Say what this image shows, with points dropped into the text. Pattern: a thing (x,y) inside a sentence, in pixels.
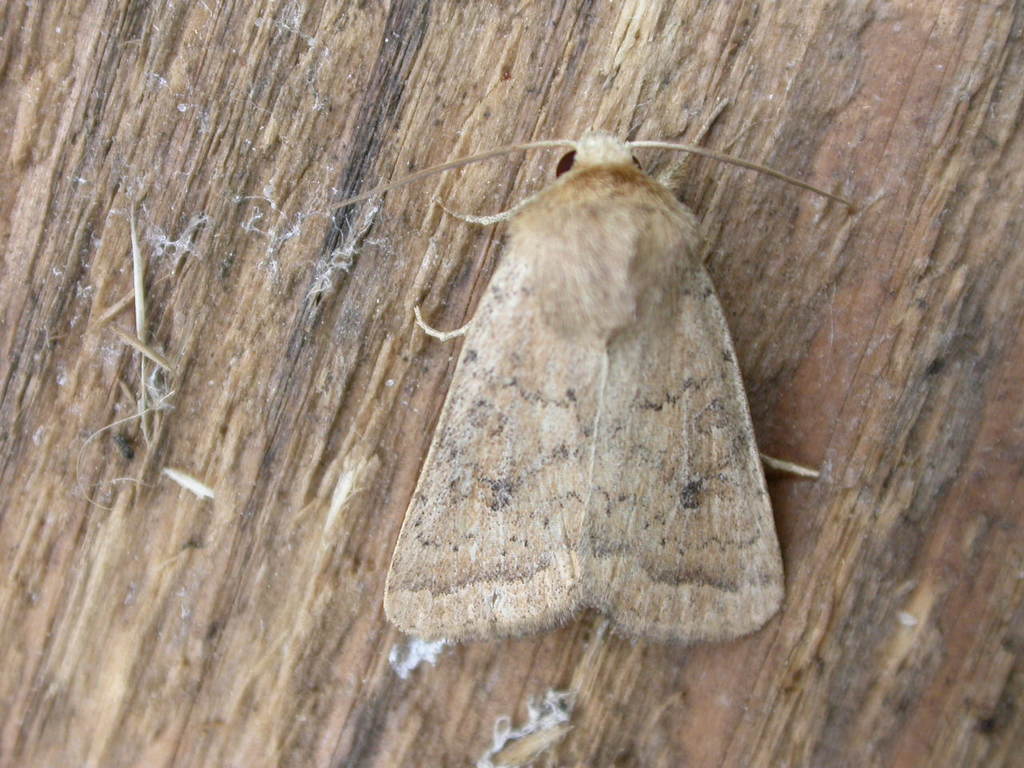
In this image we can see a house moth (474,370) on the wooden surface (3,650).
